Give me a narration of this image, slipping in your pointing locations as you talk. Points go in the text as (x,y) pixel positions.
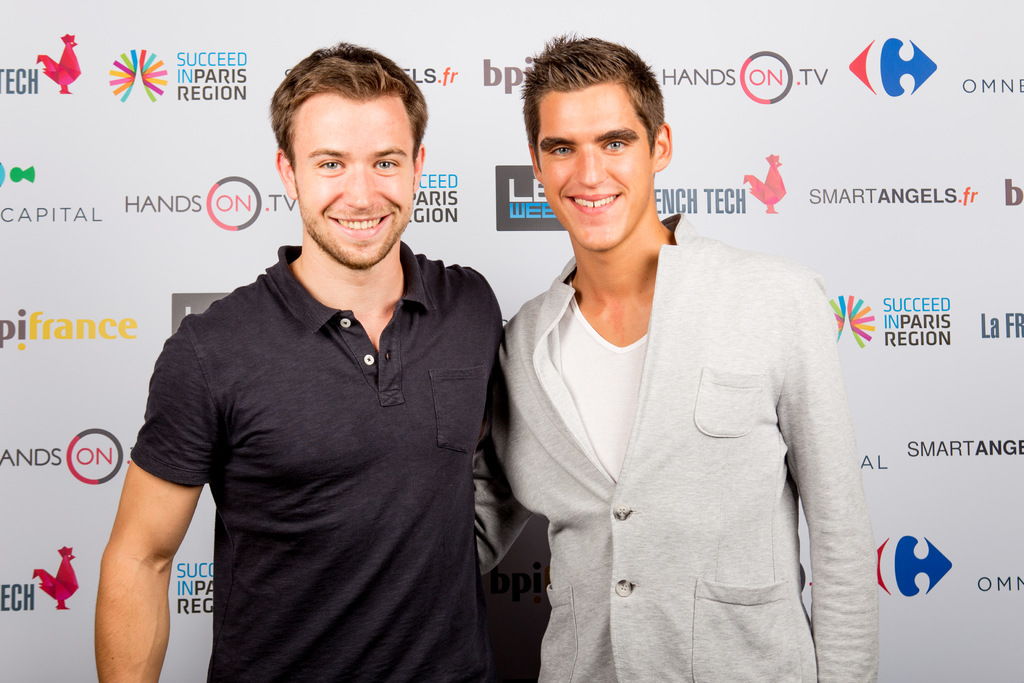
In this image we can see two people (521,455). In the background of the image (74,613) there is banner (184,170) with some text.
